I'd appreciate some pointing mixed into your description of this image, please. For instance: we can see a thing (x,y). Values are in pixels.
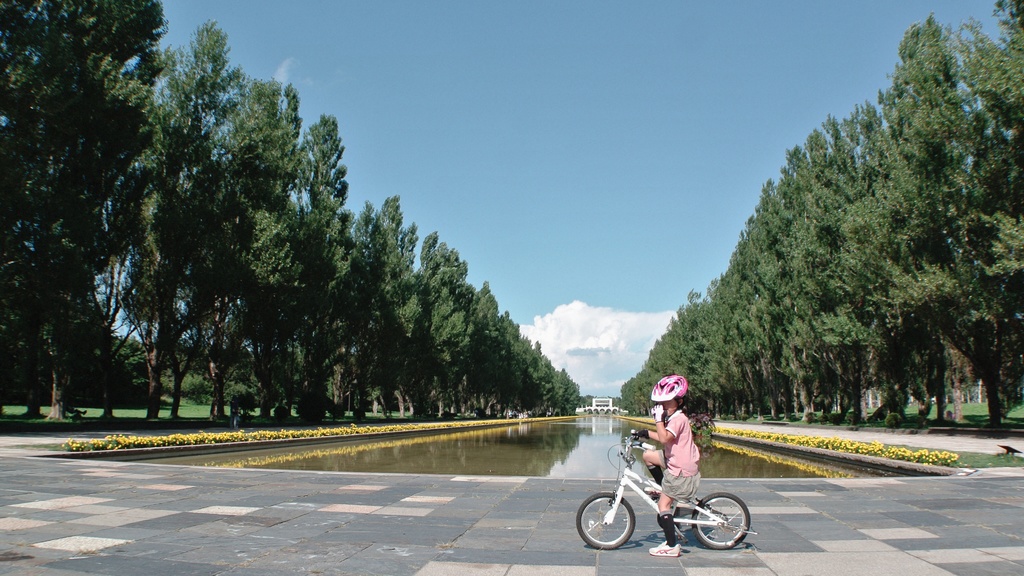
In the picture I can see a child (671,506) is sitting on a bicycle (676,501). The child (674,490) is wearing a helmet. In the background (365,447) I can see trees (431,334), flower plants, the water (552,442) and the grass (17,413). In the background (476,128) I can see the sky (449,165).
